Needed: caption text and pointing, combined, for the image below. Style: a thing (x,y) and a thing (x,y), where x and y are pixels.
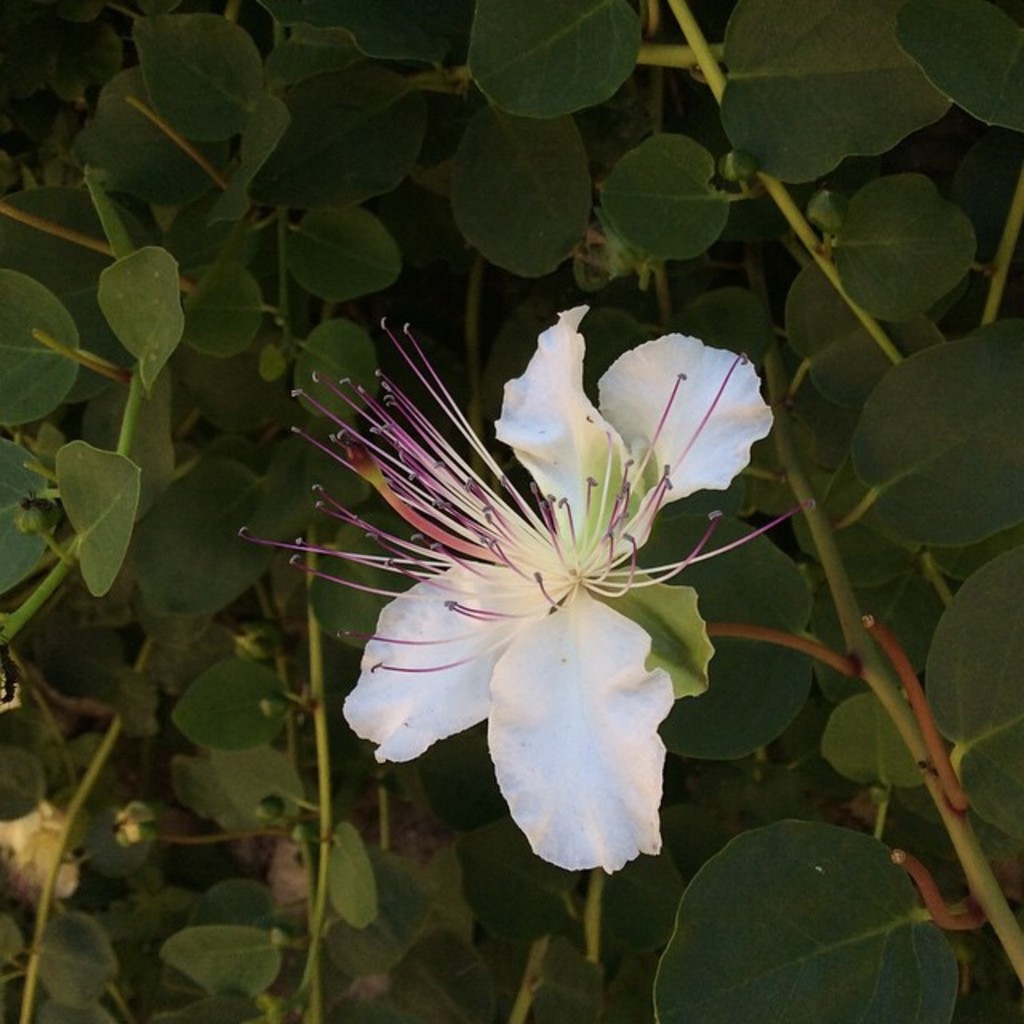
In this image I see the green leaves (20,446) on stems (23,212) and I see a flower (508,552) which is of white and violet in color.
